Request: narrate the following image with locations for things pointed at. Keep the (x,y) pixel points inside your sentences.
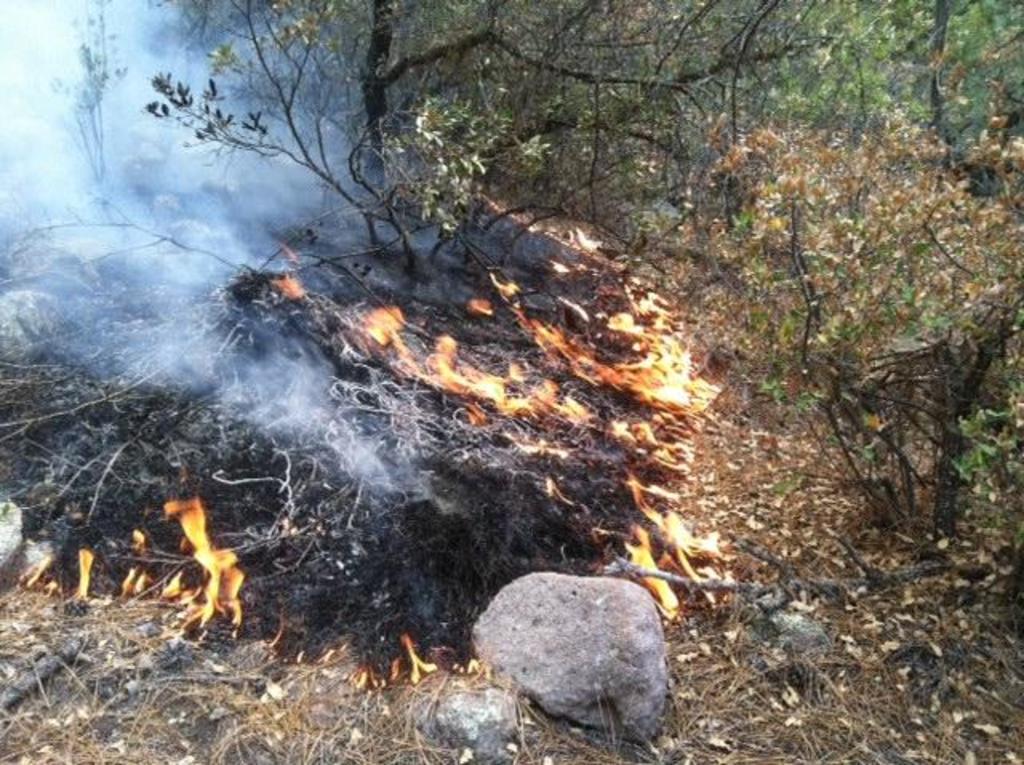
This is the picture of a place where we have some plants (562,567) burning and around there are some trees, plants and rocks (542,575).
